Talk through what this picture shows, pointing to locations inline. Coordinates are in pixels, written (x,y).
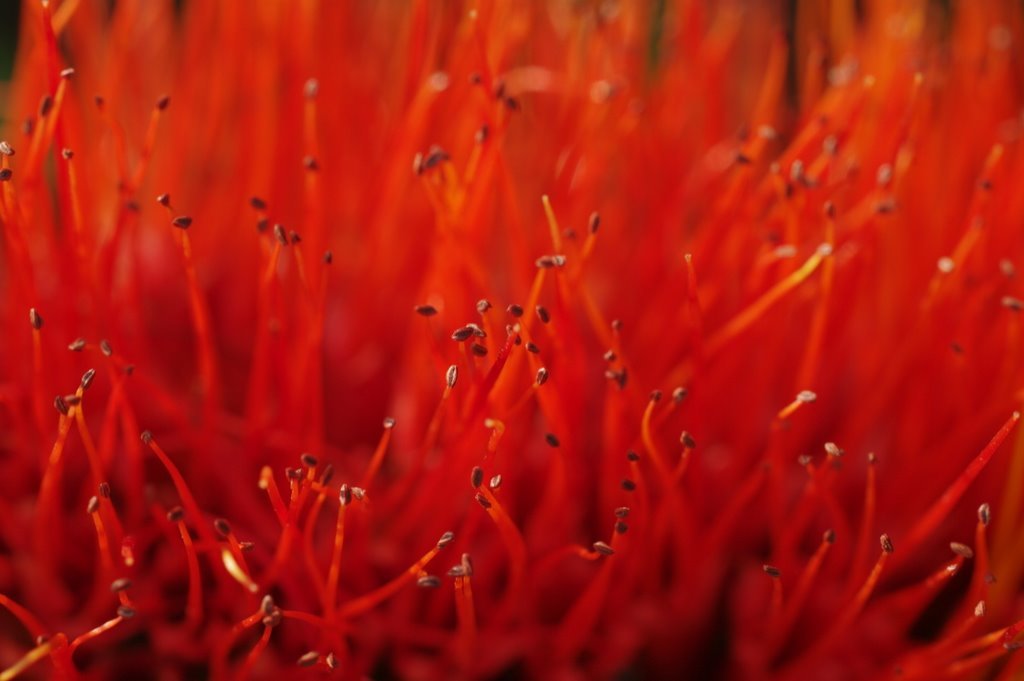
In the image we can see the pollen (457,264), red in color.
